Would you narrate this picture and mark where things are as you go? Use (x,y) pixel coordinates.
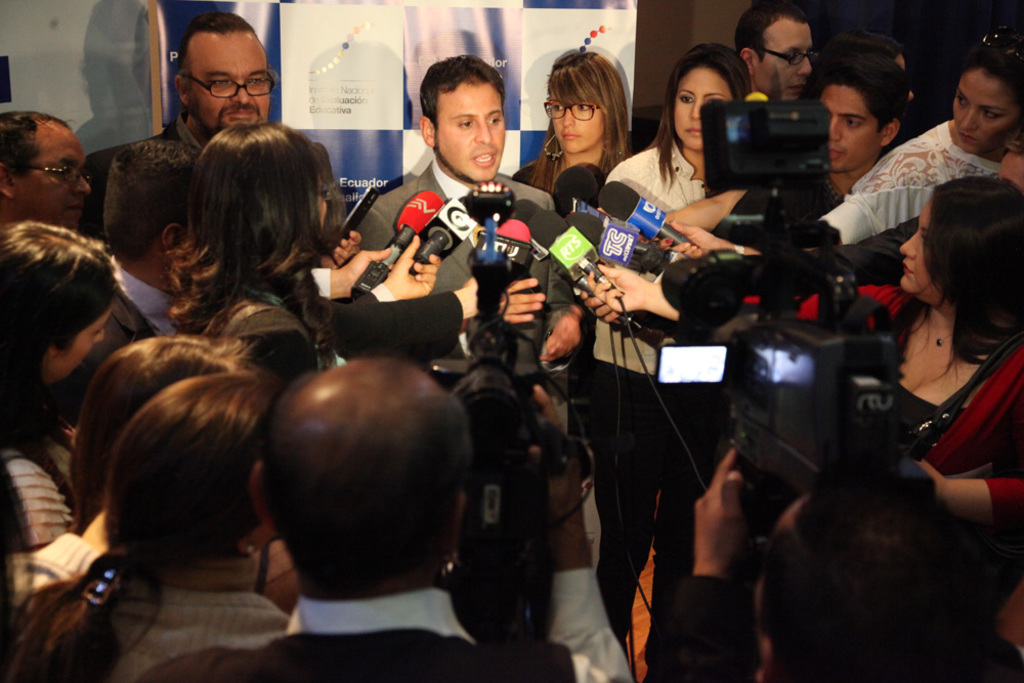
In this image there are group of people (289,225) who are standing and they are holding mics (420,248) and cameras (768,234) and in the middle of the image (452,253) there is one person (469,176) who is standing and it seems that he is talking. In the background of the image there is one wall (644,18) and in the middle of the image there is one poster (366,21).
